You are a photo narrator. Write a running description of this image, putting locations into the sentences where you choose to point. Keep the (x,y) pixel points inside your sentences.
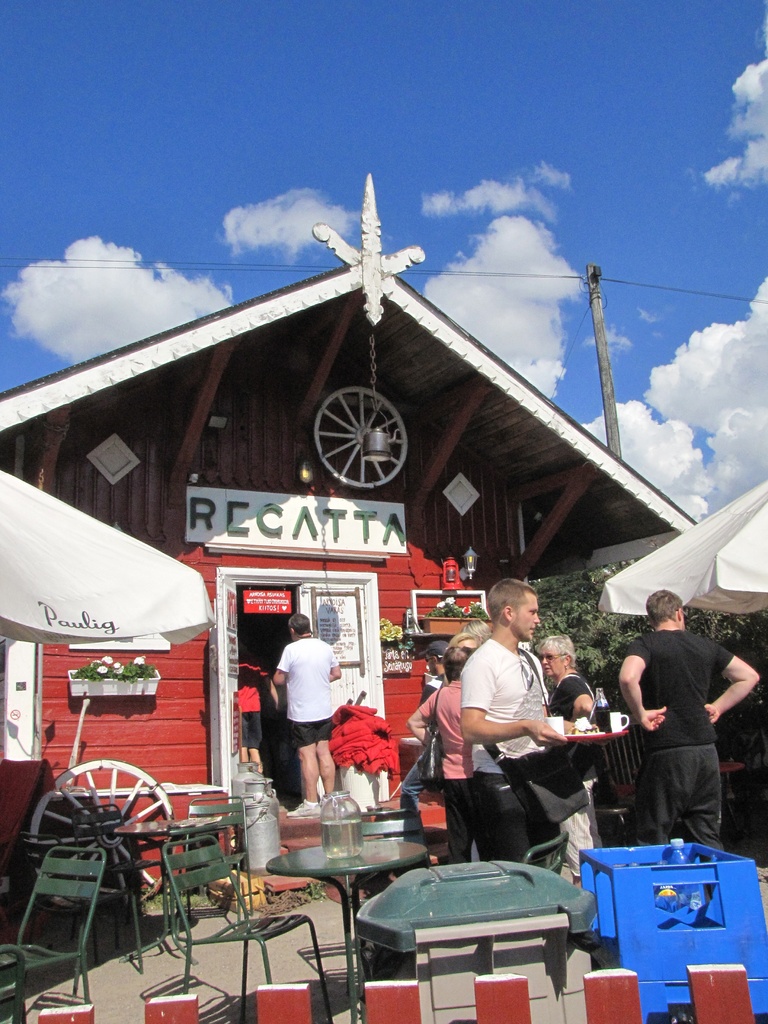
In this image in the front (302,1009) there is a wooden fence (376,1011). In the center (494,665) there are empty chairs (78,872), there are tables (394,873) and there are objects (538,889) which are green and blue in colour and there are persons (517,711) standing and there are tents (119,551) which are white in colour with some text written on it and there is a house (298,574) and on the wall (410,545) of the house (283,532) there is some text (330,533). In the background (599,358) there is a pole (599,348) and on the pole (608,409) there are wires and the sky (667,352) is cloudy and there are trees (613,675) and there are plants (485,616) in front of the house (86,760).
